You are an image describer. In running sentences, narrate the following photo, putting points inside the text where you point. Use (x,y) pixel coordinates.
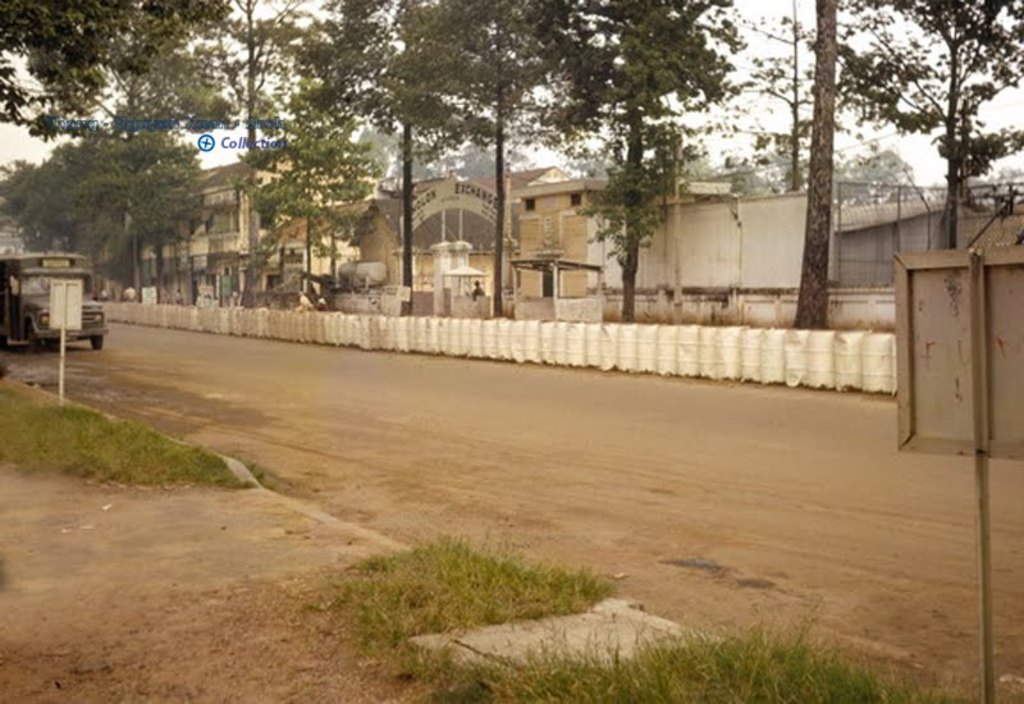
In this image I can see grass (219,460), a road (260,431) in the front (294,479) and on it I can see a vehicle (26,258). In the background (67,246) I can see number of trees (58,215), number of buildings (223,197), a board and on it I can see something is written. On the both sides of the image I can see two poles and two white color boards (969,328). I can also see the sky (432,142) in the background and on the top left side (57,121) I can see a watermark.
